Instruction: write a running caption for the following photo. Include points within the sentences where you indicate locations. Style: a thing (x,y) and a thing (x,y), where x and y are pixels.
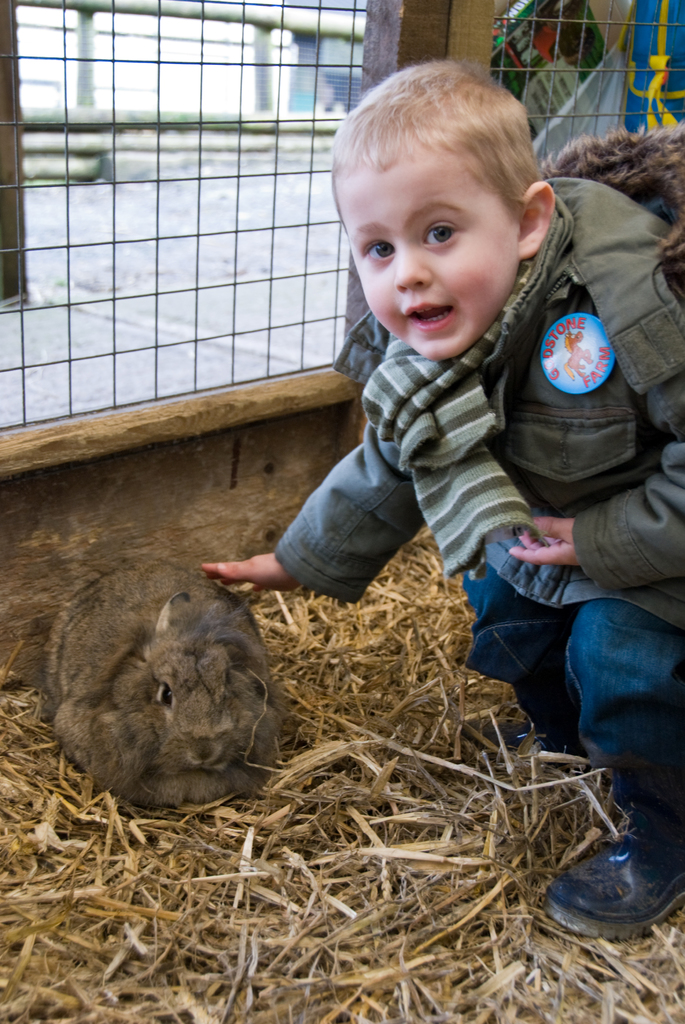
In this image there is a rabbit (228,632) on a grass (387,953) and a boy (287,560) touching the rabbit (182,579), in the background (178,2) there is fencing (271,137).
